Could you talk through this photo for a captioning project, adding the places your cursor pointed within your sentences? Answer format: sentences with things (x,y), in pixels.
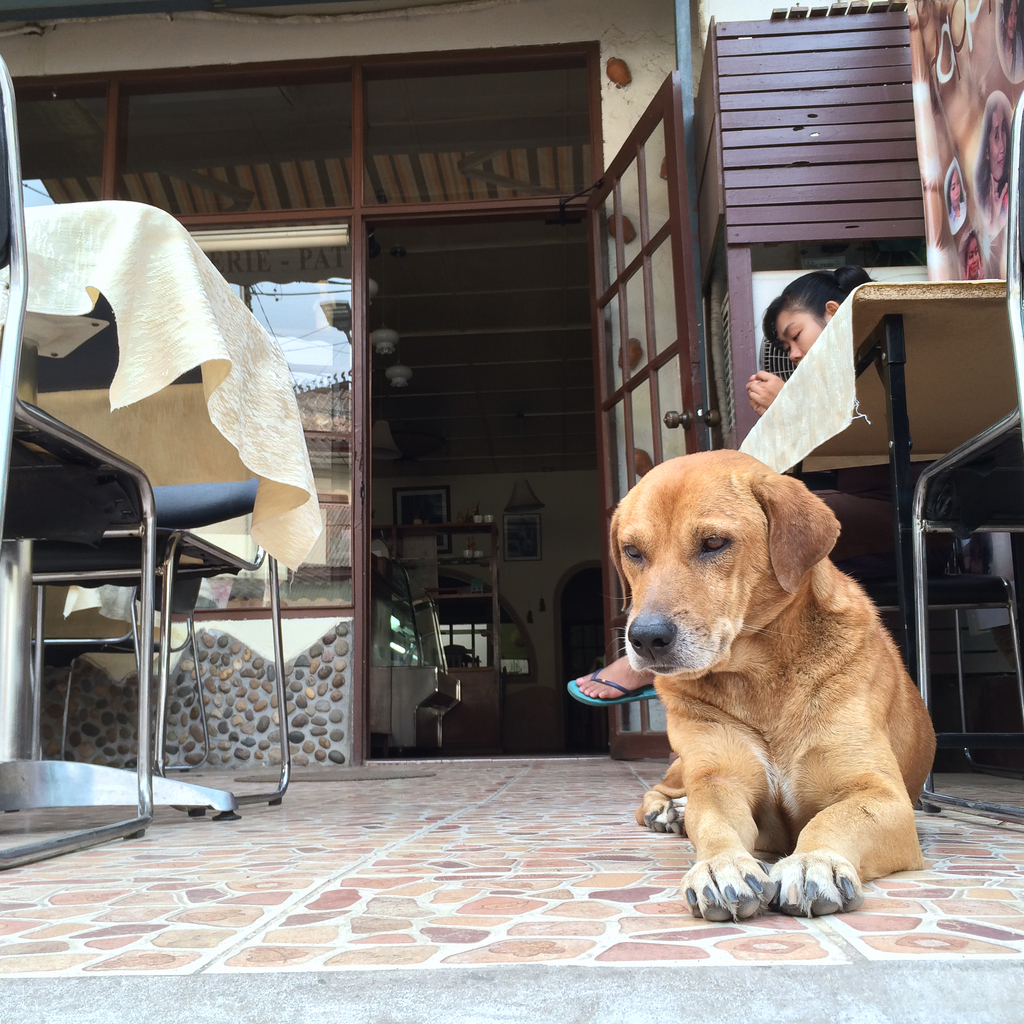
In this image there is girl (757,411) sitting on the chair (880,577). There is a table (939,300) covered with a cloth (827,390). In front (728,859) there is a dog (707,801) which is lying on the floor (577,956). At the background (421,419) there is a room (461,372). The frames (535,545) are attached to the wall (507,489). On the top (635,306) there are lamps (400,362) and a glass door (653,304).
